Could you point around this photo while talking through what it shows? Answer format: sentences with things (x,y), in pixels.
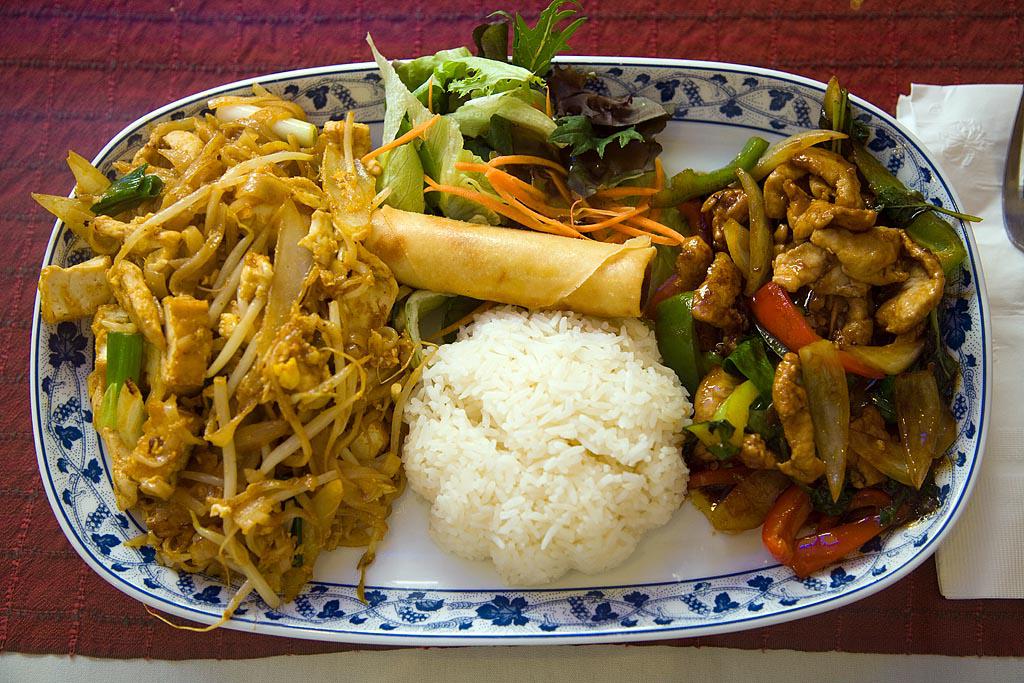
In this picture I can see the rice (472,460), roll (559,251) and other food items (754,283) in a plate (673,157). On the table (869,38) I can see the plate (873,579), tissue paper (972,589) and spoon (1019,204).
